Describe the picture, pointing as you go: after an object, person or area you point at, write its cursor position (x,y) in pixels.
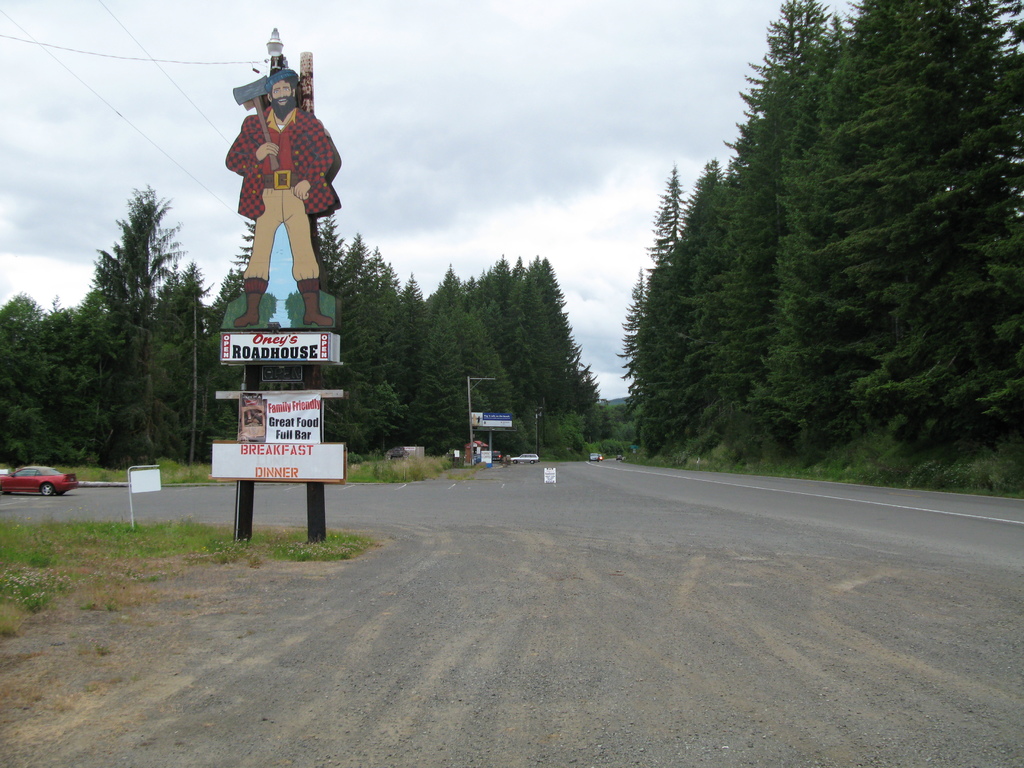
In this image we can see trees (403,337), there are vehicles (68,475), there are some boards (221,356) with text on them, there is a board (302,306) with looks like a person (278,178), also we can see the sky (419,87).
